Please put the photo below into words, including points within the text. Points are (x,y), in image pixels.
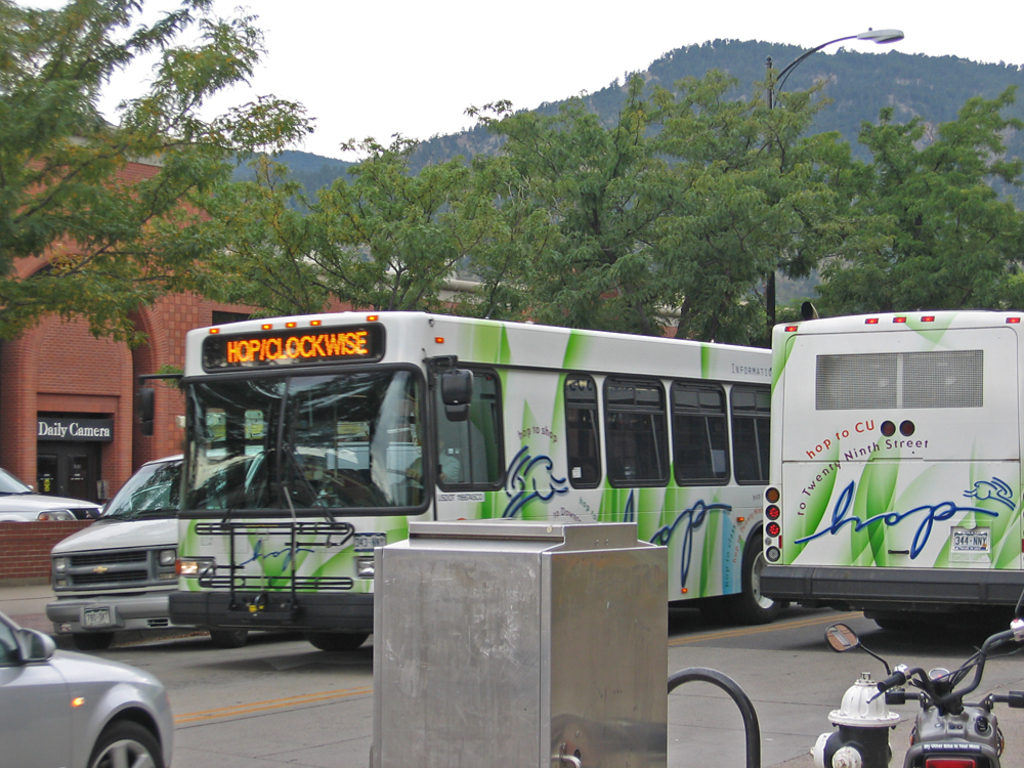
This image is clicked outside. There are vehicles (815,534) in the middle (632,486). There are trees (461,236) in the middle (441,285). There is sky (577,81) at the top (562,81). There is a bike (958,673) in the bottom right corner (931,721). There is building (49,397) on the left side (84,405).
